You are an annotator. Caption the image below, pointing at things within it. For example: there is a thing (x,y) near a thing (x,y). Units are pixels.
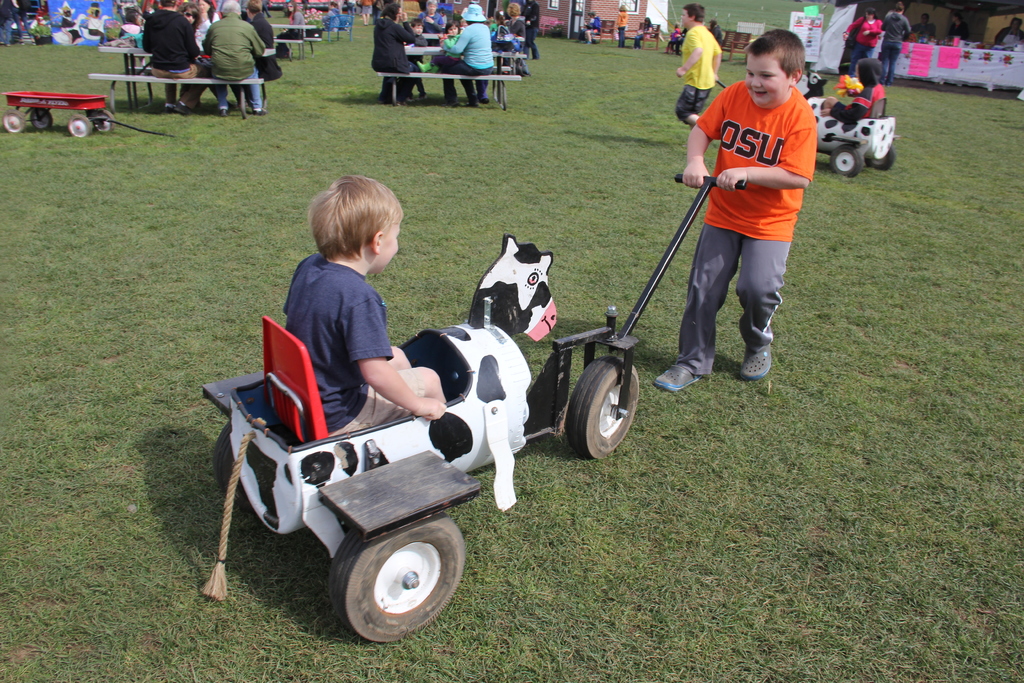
In this picture we can see a group of people (776,236) on the ground (764,405), here we can see toy vehicles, benches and some objects (1013,84).
